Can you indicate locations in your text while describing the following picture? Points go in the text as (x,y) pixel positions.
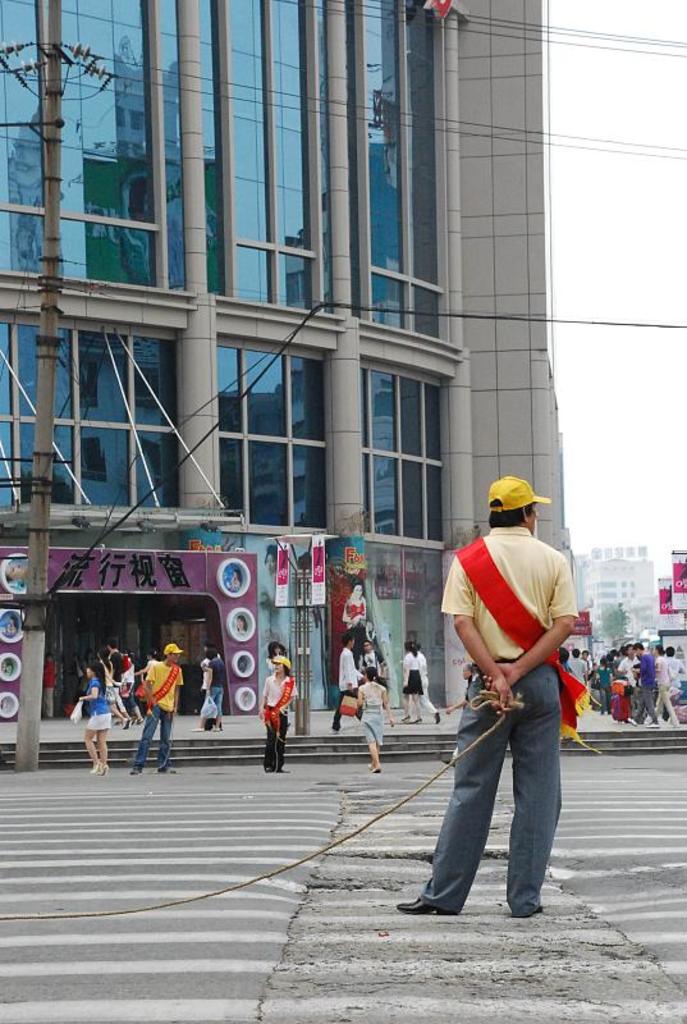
In this image we can see people (136,761) standing on the road (589,846) and some are walking on the road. In the background (143,551) we can see stores (226,559), advertisement boards (679,575) to the poles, electric poles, electric cables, buildings (381,414) and sky (582,316).
